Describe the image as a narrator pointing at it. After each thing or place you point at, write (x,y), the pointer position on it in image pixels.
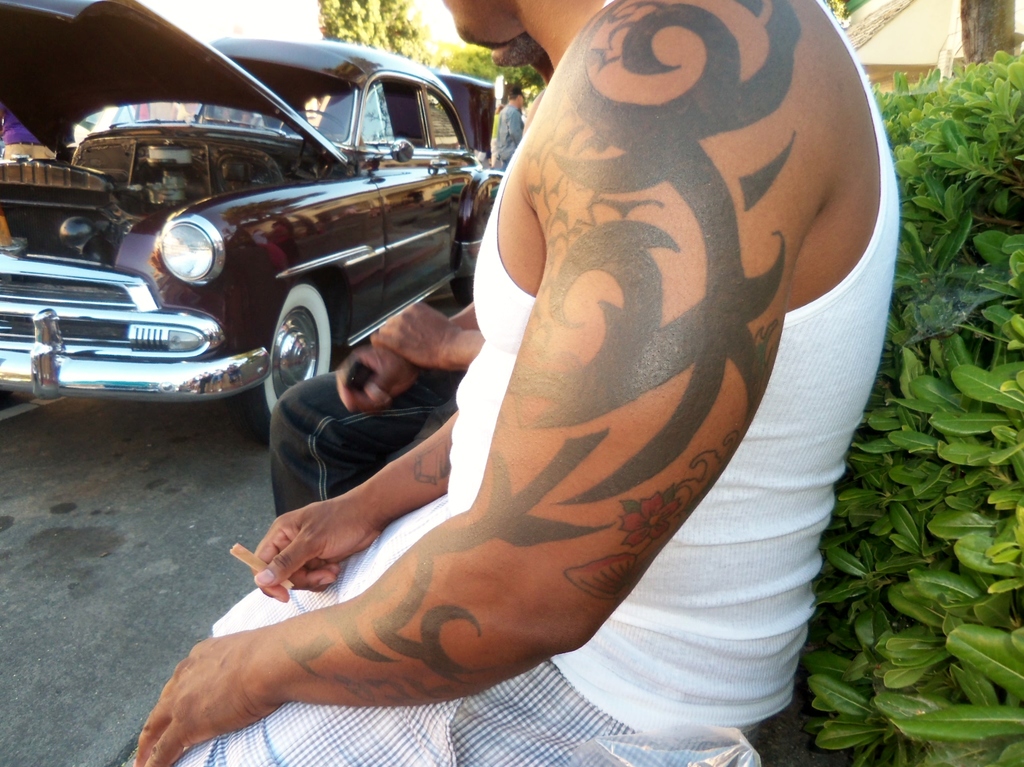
In this picture we can see people (463,378), in front of them we can see a vehicle (359,158) on the road (266,497), at the back of them we can see plants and some objects (915,7) and in the background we can see trees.
